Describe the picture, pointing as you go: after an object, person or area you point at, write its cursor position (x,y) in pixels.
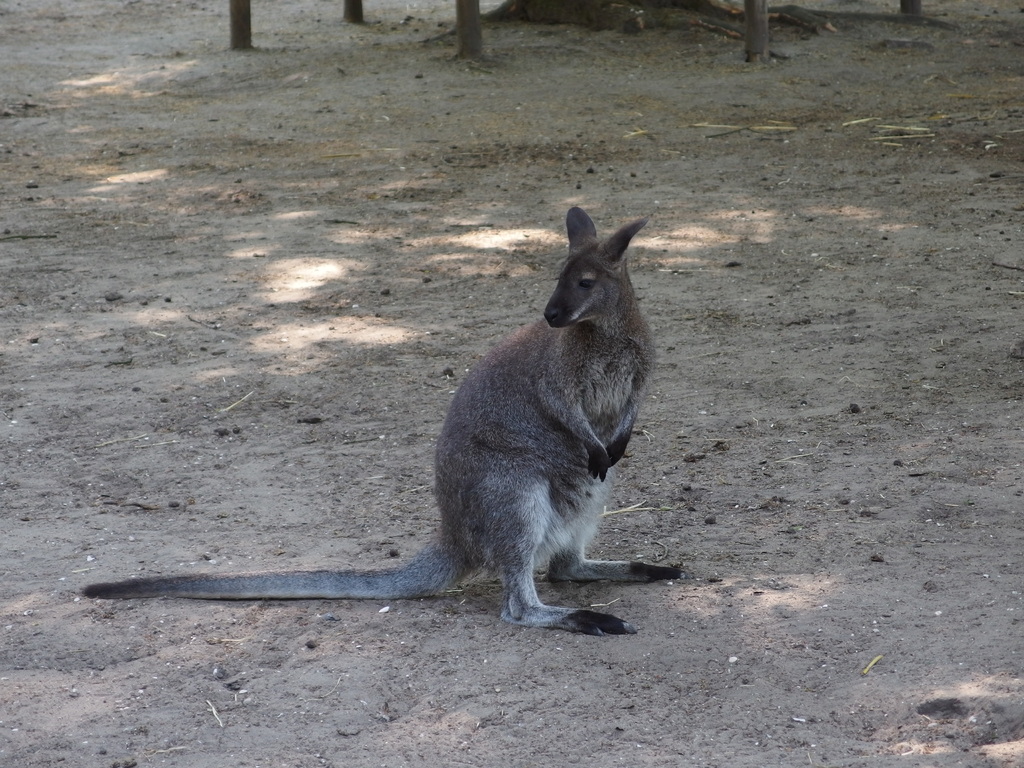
In this image I can see a kangaroo (448,463) on the ground (383,218).
